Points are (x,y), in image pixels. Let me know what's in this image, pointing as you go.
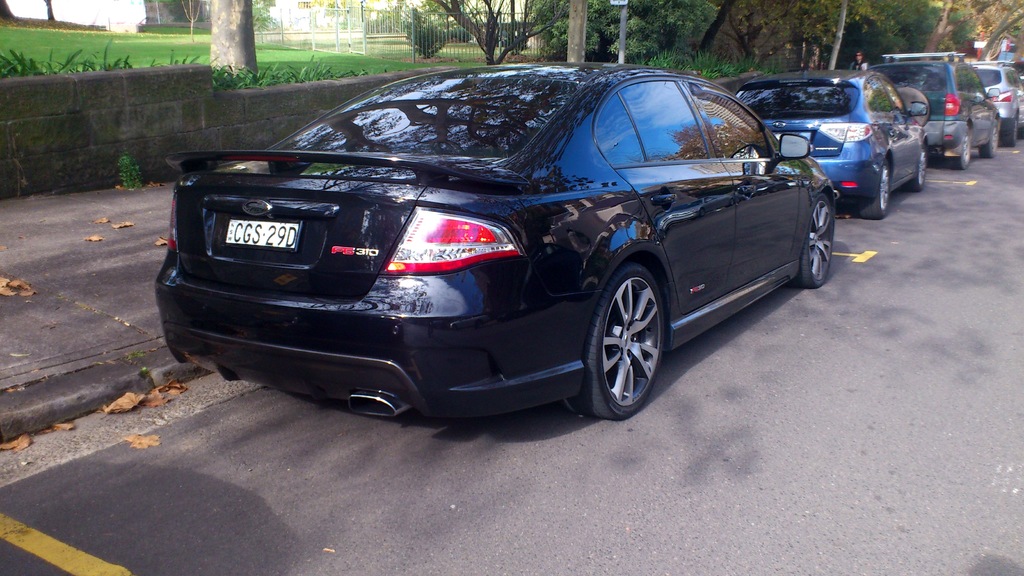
In this image I can see few vehicles (336,257). In front (383,340) the vehicle (374,328) is in black color, background (236,14) I can see few trees (240,29) in green color and I can also see the railing (304,27).
